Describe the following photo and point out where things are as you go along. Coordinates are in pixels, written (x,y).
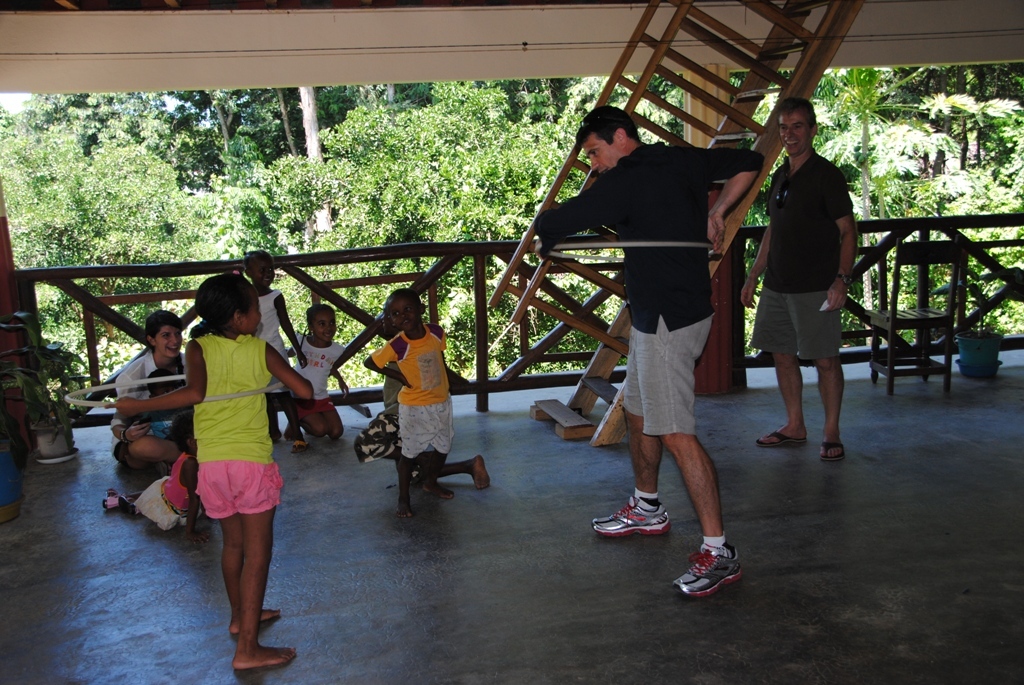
In the center of this picture (669,246) we can see a person (672,187) holding a hula hoop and standing on the floor (740,616). On the left (277,429) we can see the group of kids (284,397) seems to be playing and there is a person (142,447) sitting on the ground (116,481). On the right (808,211) there is another person (801,169) wearing black color t-shirt (797,203), smiling and standing on the ground (816,450) and there are some objects (558,418) placed on the ground (106,432). In the background (58,432) we can see the house plants (50,421), chair (924,245), ladder (610,393), trees (346,193), roof (970,53) and some other objects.
